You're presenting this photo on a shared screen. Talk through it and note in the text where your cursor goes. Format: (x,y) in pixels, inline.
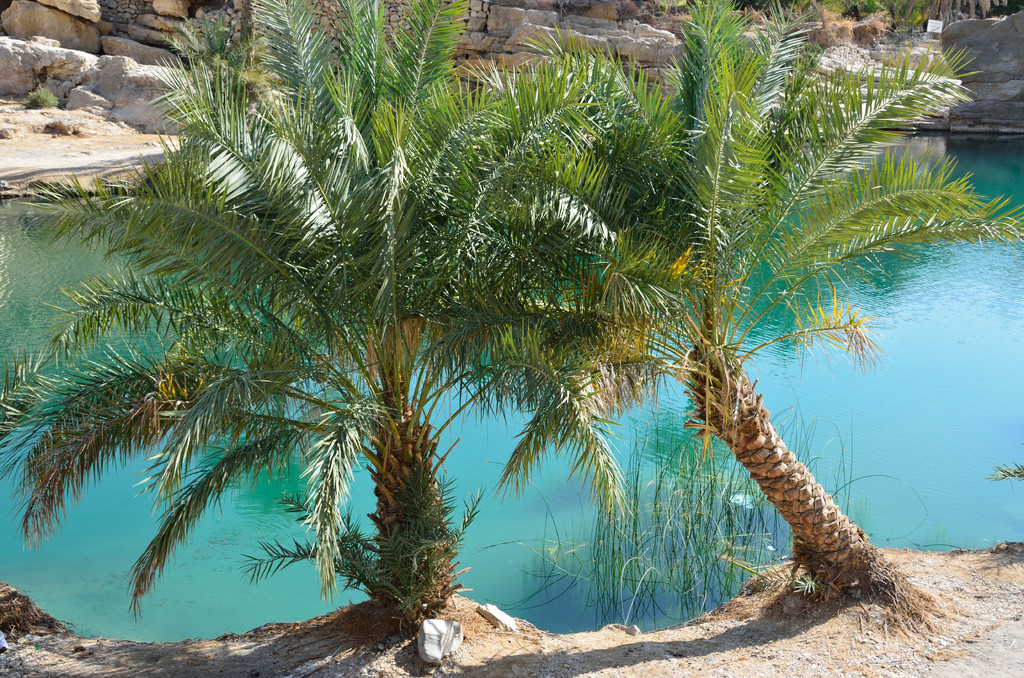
In the foreground of this image (519,447), there are two trees (548,398). Behind it, there is water (928,296) and in the background (634,50), there are stones (521,11).
